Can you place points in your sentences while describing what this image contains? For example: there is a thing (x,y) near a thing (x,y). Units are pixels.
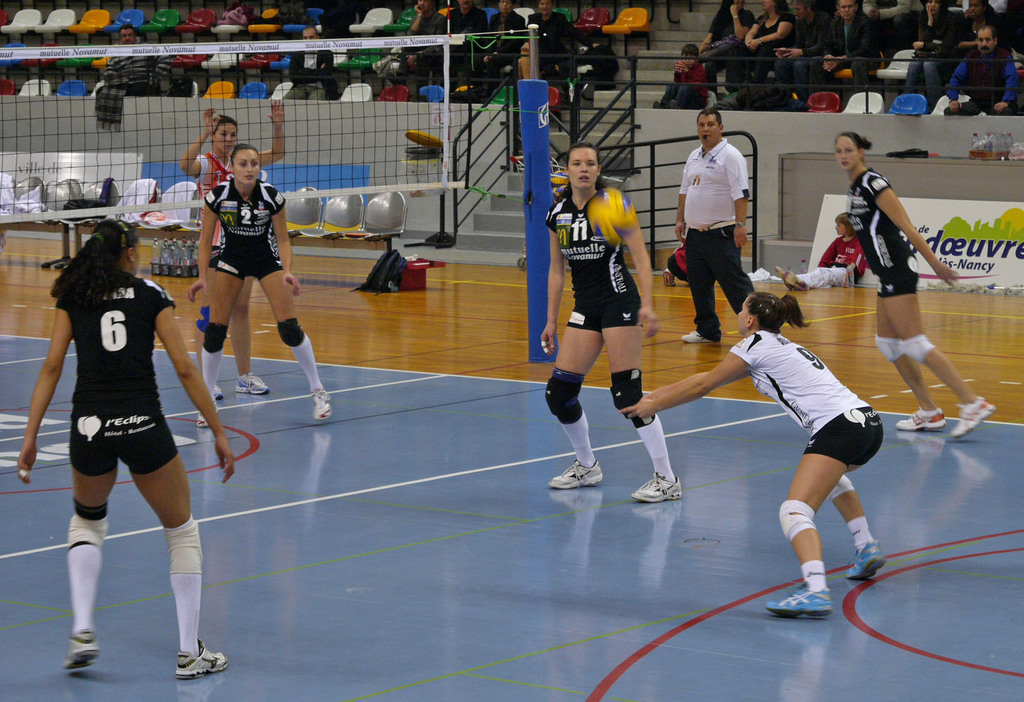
This picture is taken in a stadium (470,157). In the center (583,257) there are three women (265,209) wearing black t-shirts (599,251). Towards the right (812,520), there are two women (828,441) wearing white t-shirt (798,394) and black t-shirt (855,197). On the top left (190,110), there is a net (310,49). On the top (695,76), there are people (549,37) sitting on the chairs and staring at the match.
